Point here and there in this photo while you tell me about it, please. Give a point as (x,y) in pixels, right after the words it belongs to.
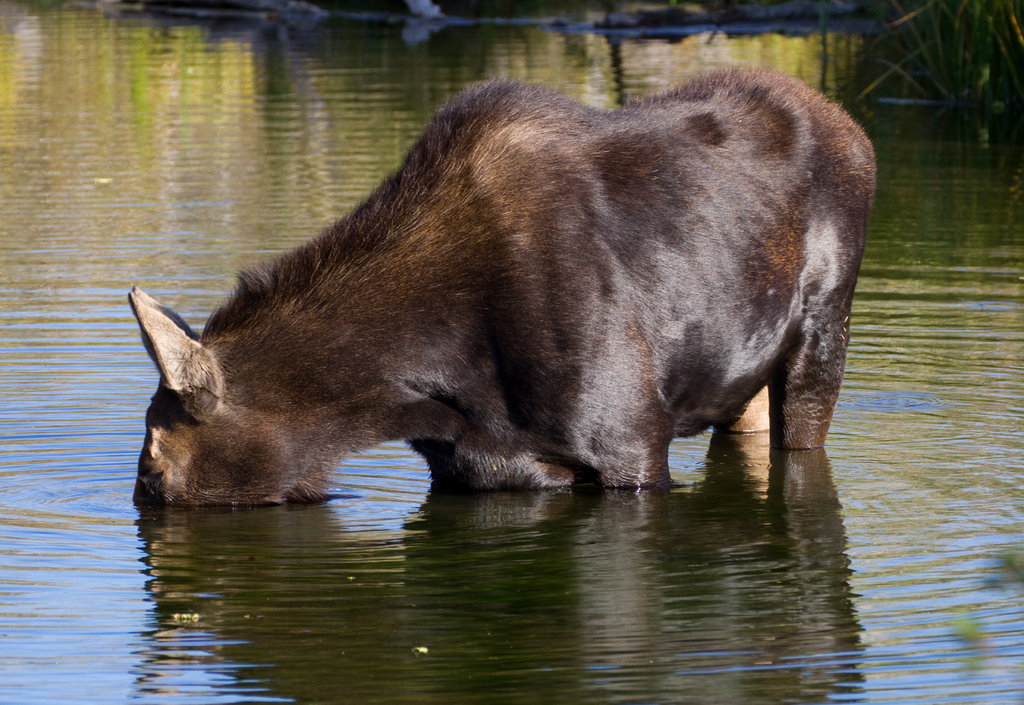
An animal (303,500) is in water (328,590) and drinking, it is in black color.
